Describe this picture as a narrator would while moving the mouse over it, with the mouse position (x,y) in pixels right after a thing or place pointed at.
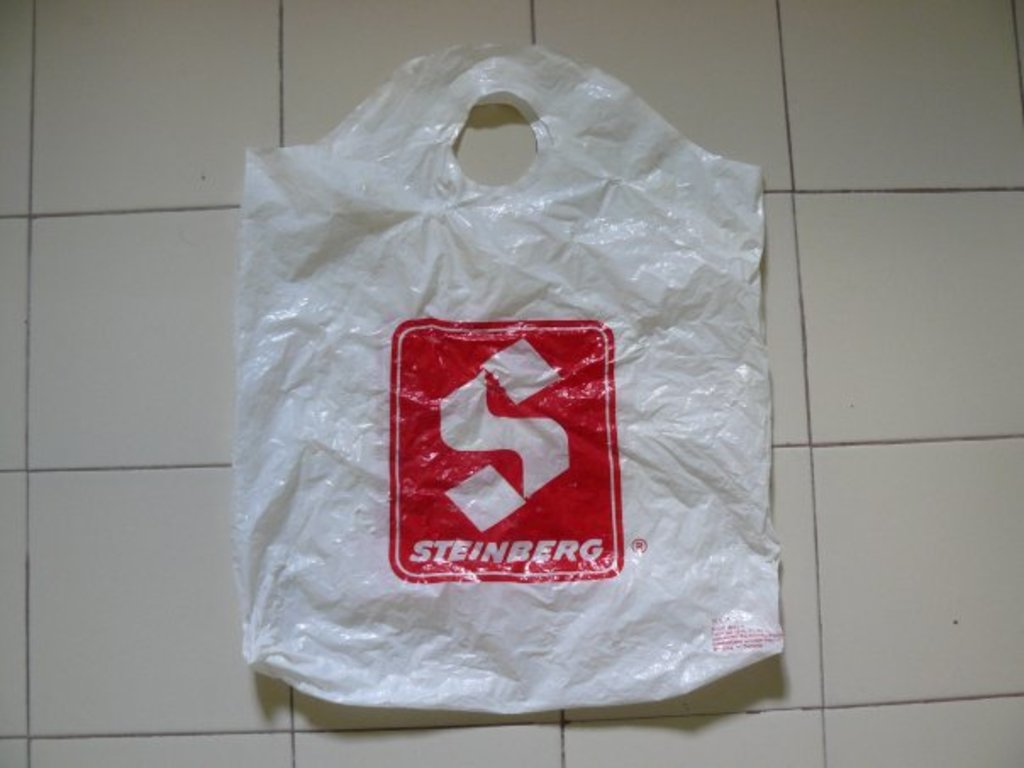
We can see cover (386,318) on the white surface (182,599), on this cover (336,370) we can see text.
